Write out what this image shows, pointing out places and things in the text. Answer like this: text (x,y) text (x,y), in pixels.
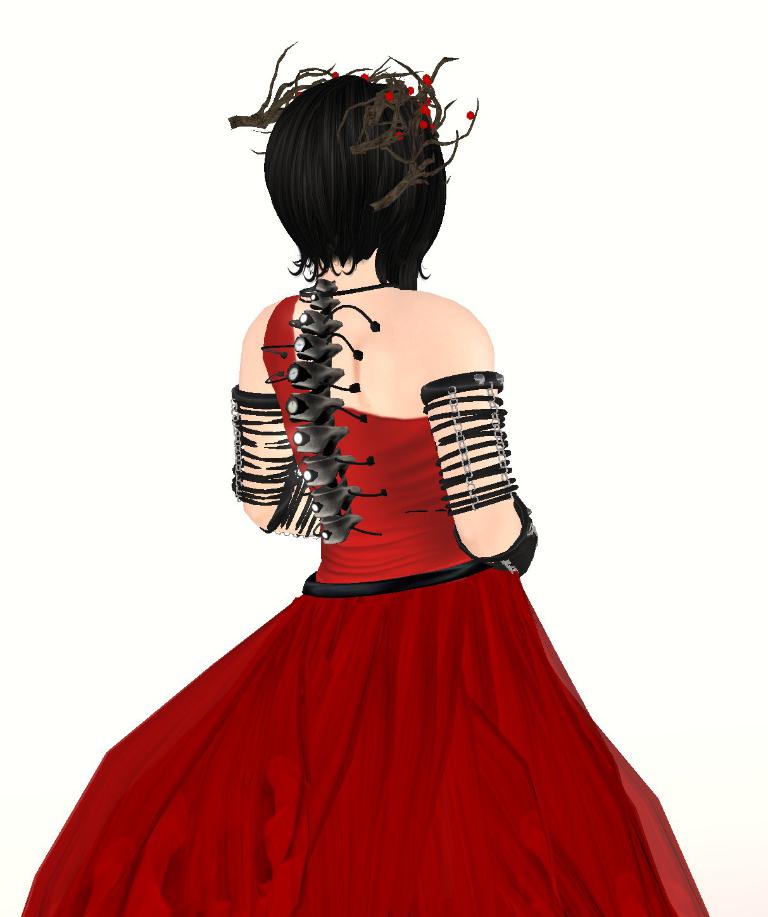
In this image I can see the person (339,487) wearing the dress (364,709) and crown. I can see the dress (351,566) is in red and black color. And there is a white background (556,434).
